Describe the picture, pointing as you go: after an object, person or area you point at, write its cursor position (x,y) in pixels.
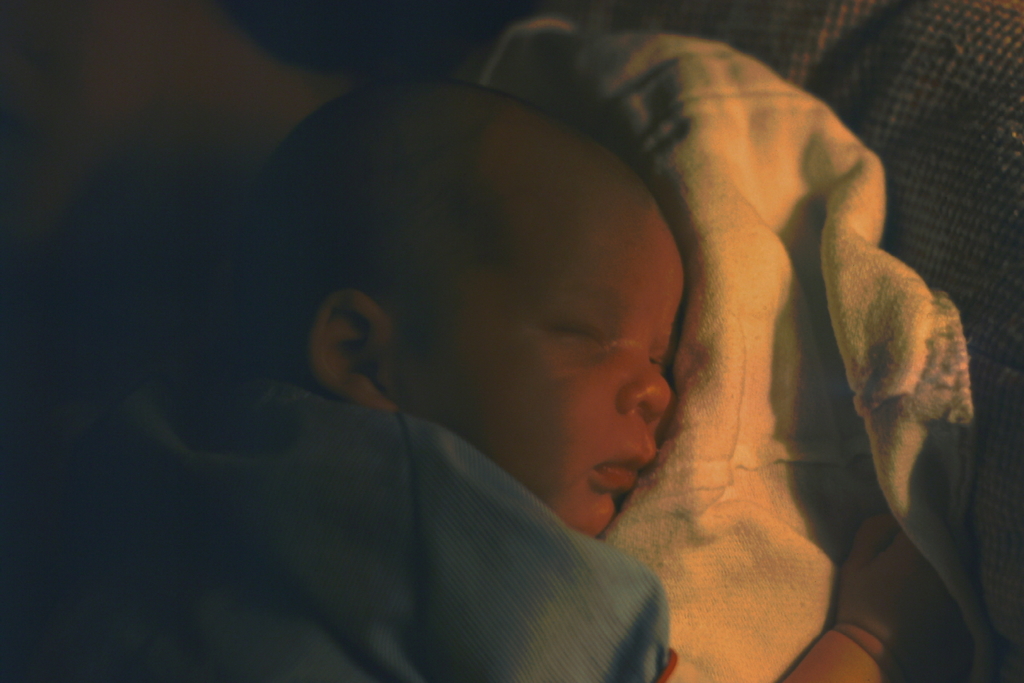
In this picture I can see a baby (509,462) who is lying on a cloth (775,243).
